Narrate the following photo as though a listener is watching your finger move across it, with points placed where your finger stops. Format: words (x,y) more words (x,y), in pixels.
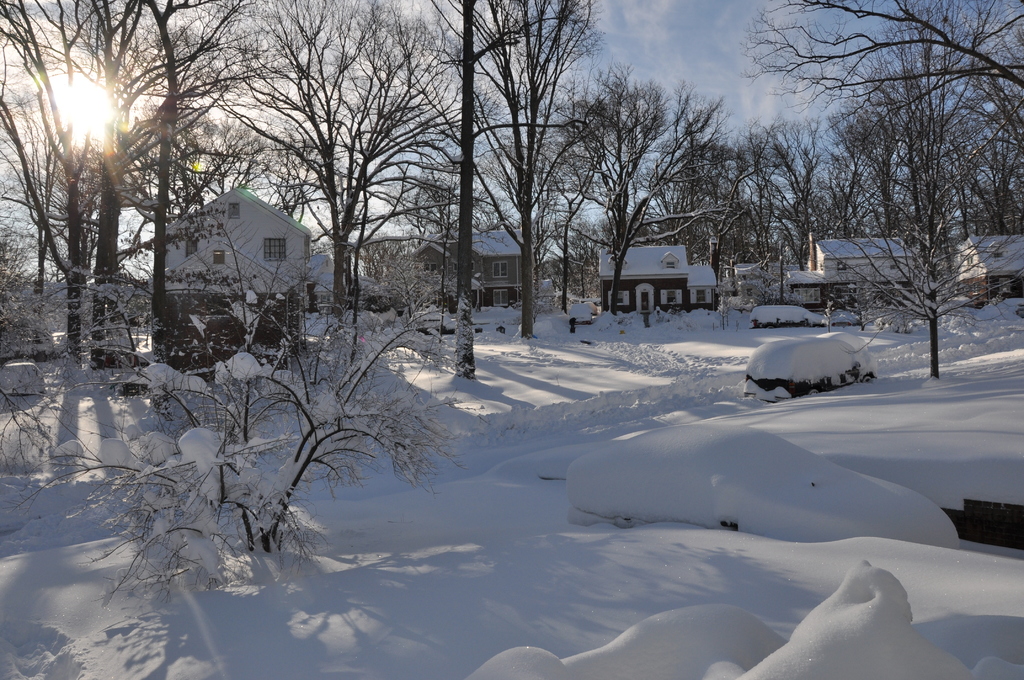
In the picture I can see the houses (709,284) and deciduous trees (755,136). I can see the snow (714,462) on the vehicles (765,312). There are clouds (718,55) in the sky (756,72).
